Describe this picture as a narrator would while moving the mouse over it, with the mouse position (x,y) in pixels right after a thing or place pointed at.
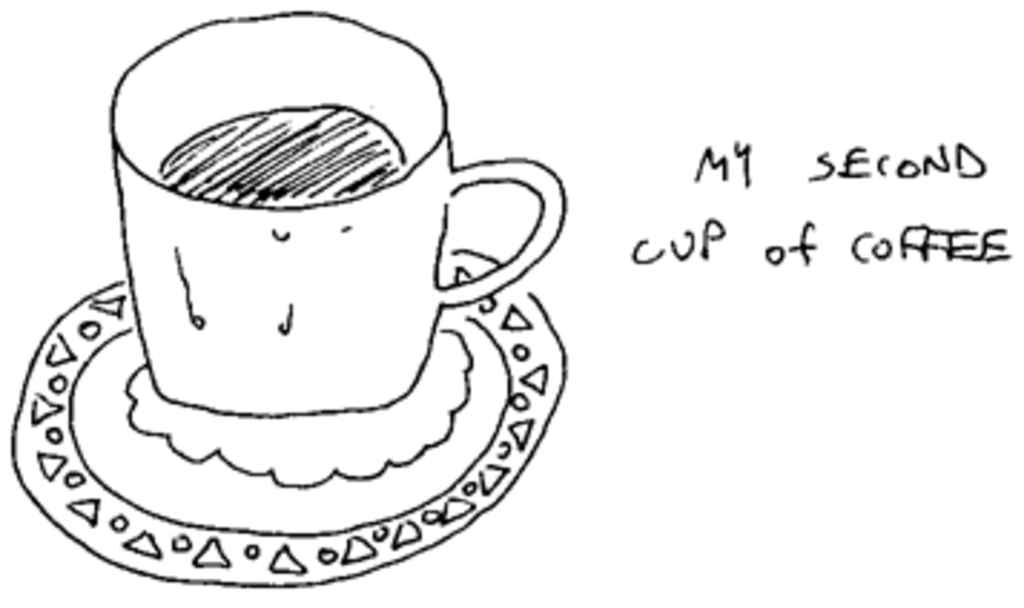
In the image there is a drawing (203,191) of the cup (338,297) and the saucer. At the right side of the image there is something written on it.
